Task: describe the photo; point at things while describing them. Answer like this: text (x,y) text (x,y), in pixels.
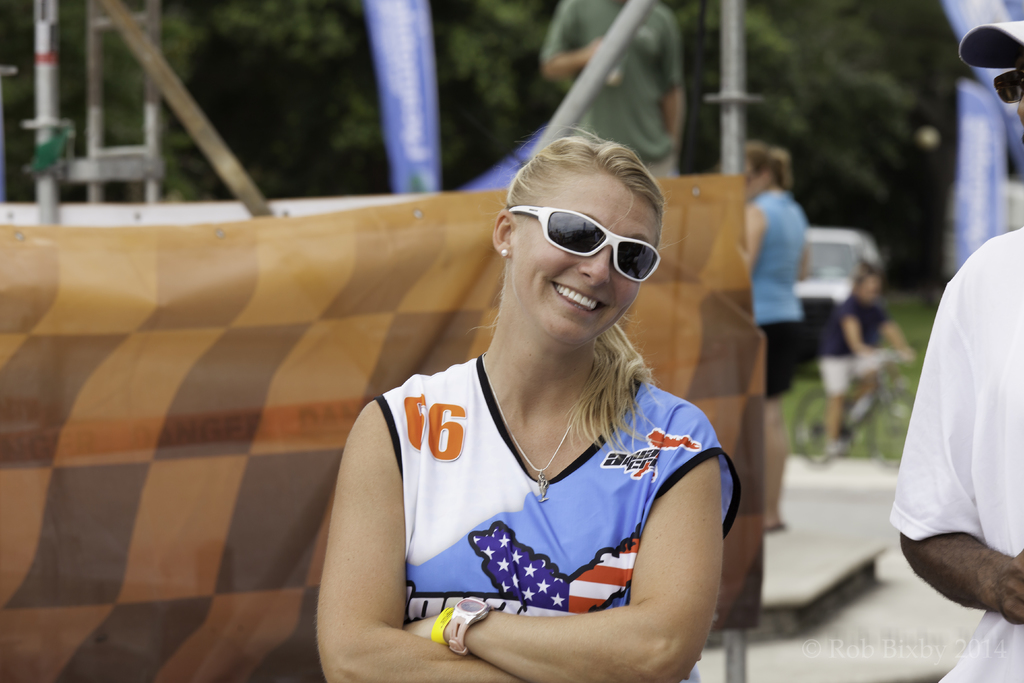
In this image I can see number of people (635,347) and in the front (620,381) I can see one woman (433,438) is smiling. I can also see she is wearing a shades (582,239) and one person (1004,83) is wearing a cap (976,67). In the background (850,344) I can see one person (834,319) is riding a bicycle (871,385). I can also see number of poles (108,163), few blue things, a white colour vehicle (827,296), number of trees (818,112) and I can see this image is little bit blurry in the background (225,436).
